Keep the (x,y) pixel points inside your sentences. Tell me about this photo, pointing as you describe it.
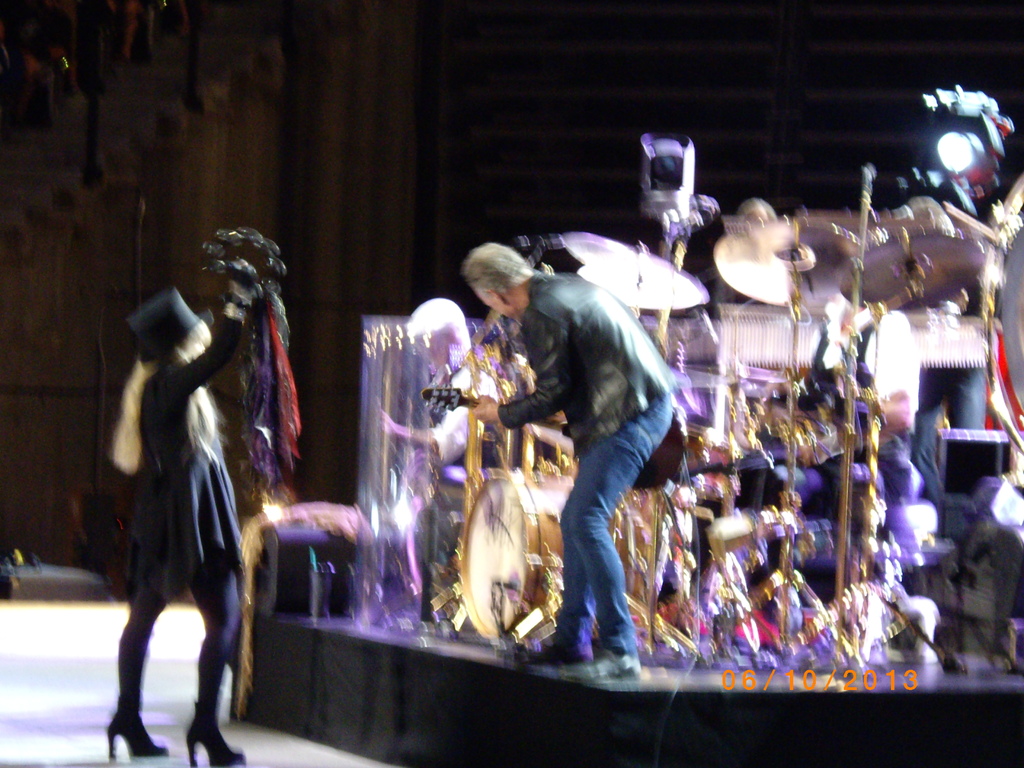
There is a man (555,364) in the center of the image (632,459) on a stage (647,700), by holding a guitar (432,397) in his hands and there are musical instruments (765,381) on the stage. There is a lady (201,508) on the left side of the image (231,484) and the background (523,198) is dark.
